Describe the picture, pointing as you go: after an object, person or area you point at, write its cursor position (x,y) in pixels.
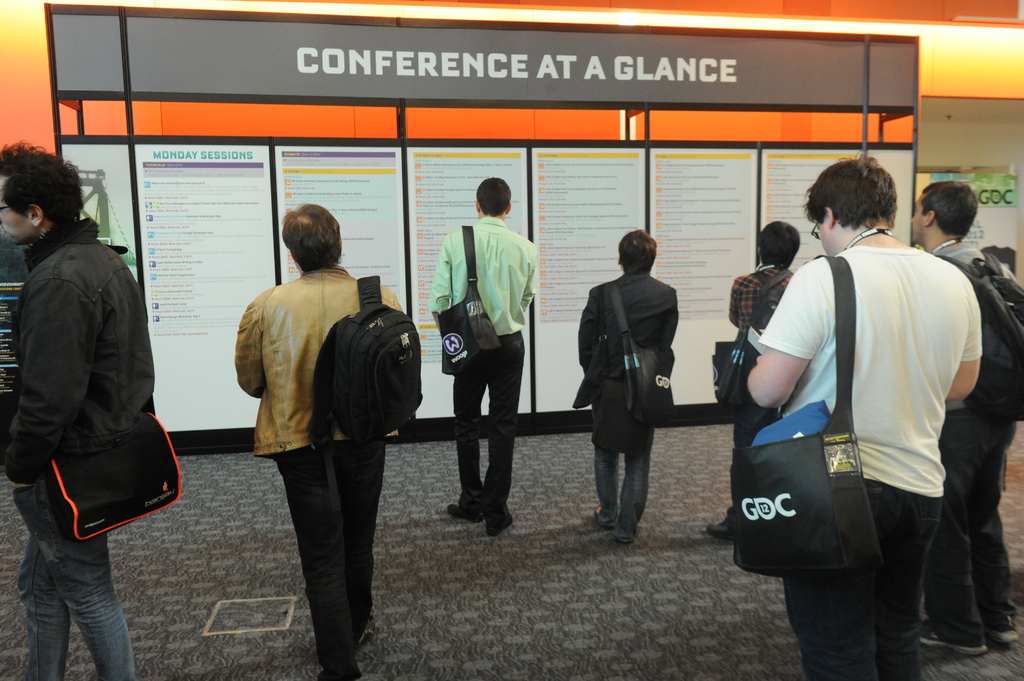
In this picture I can see a group of people (479,463) are standing. These people (477,439) are carrying bags (414,407). In the background (408,195) I can see a board (410,153) which has some names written on it.
